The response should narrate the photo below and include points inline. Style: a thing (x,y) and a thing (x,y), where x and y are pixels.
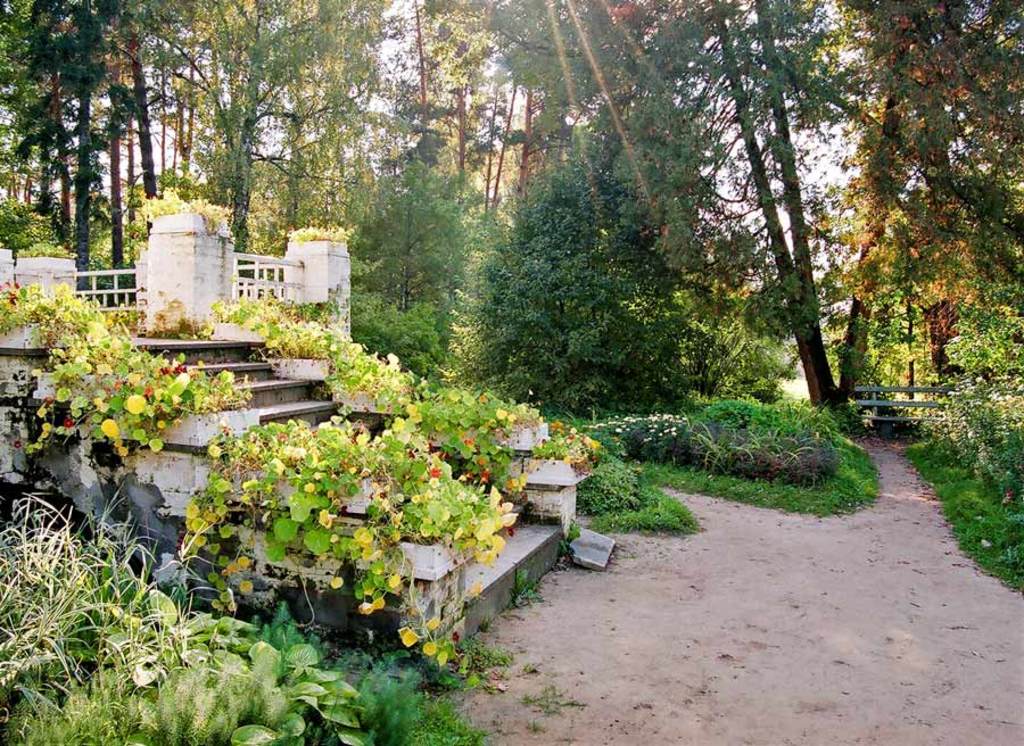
In this image we can see stairs (270,397), few plants (393,476) on both sides of the stairs (219,351), there is a railing (261,279) to the pillars (301,263), there are few plants (84,617), trees (121,263) and a fence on the ground (730,553) and the sky (834,165) in the background (824,161).
